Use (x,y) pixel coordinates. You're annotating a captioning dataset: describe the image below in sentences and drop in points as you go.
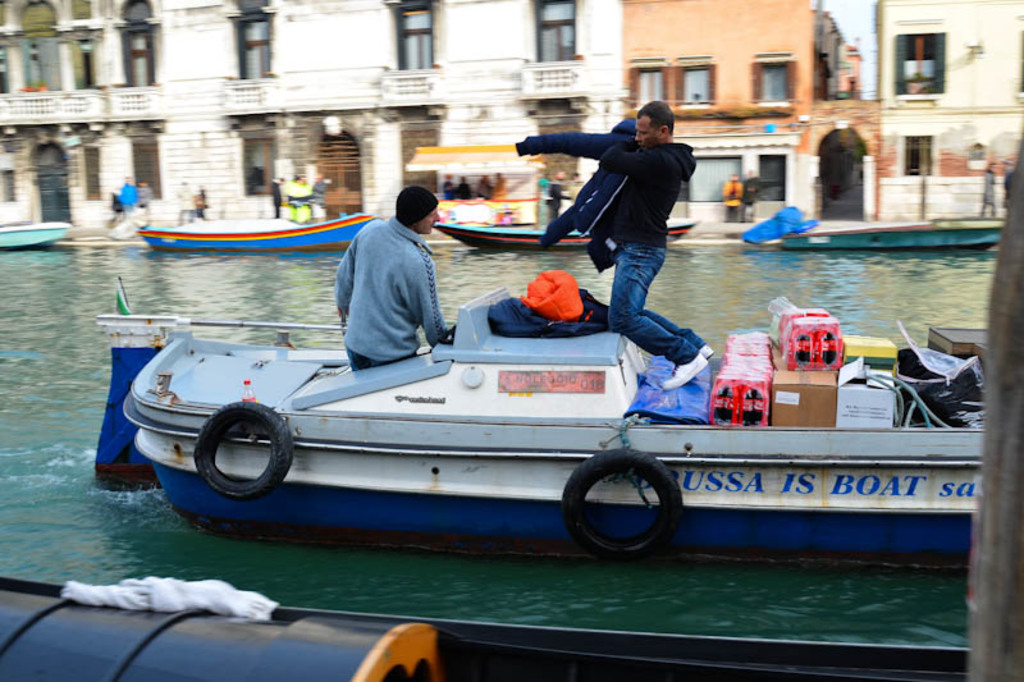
In the center of the image (506,238) we can see boats (532,381) and there are people (657,199) in the boats (805,244). At the bottom (248,570) there is water (218,563). In the background (967,113) there are buildings (932,166).
